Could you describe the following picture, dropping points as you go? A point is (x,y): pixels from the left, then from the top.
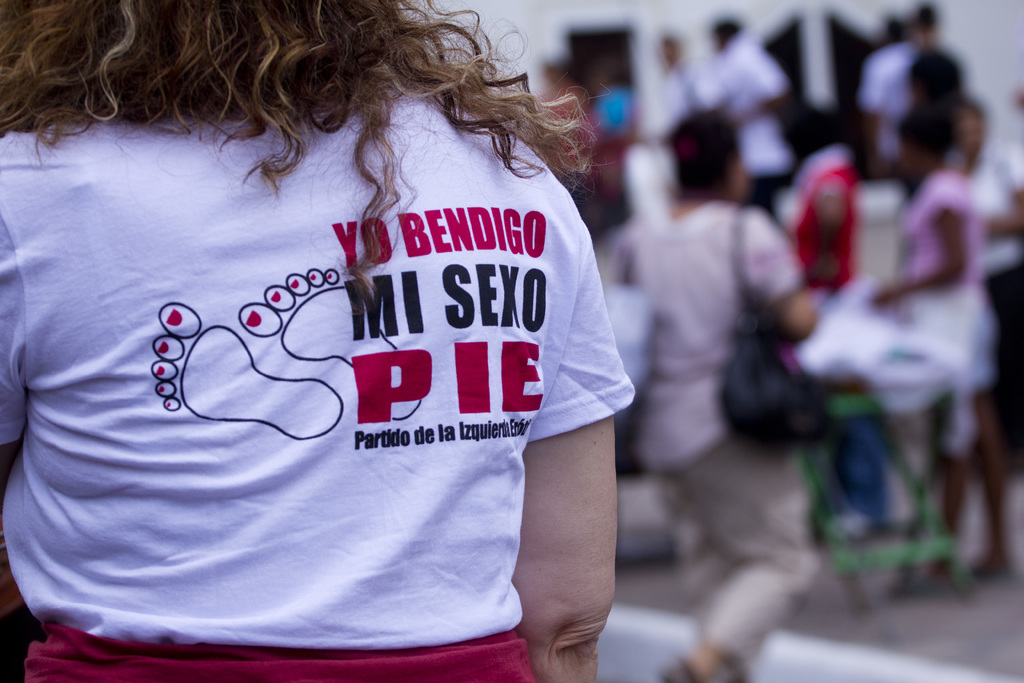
In this picture, we can see a woman (257,424) in the white t shirt (244,407) is standing on the path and in front of the women (344,231) there are groups of people (724,268) and some blurred items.
